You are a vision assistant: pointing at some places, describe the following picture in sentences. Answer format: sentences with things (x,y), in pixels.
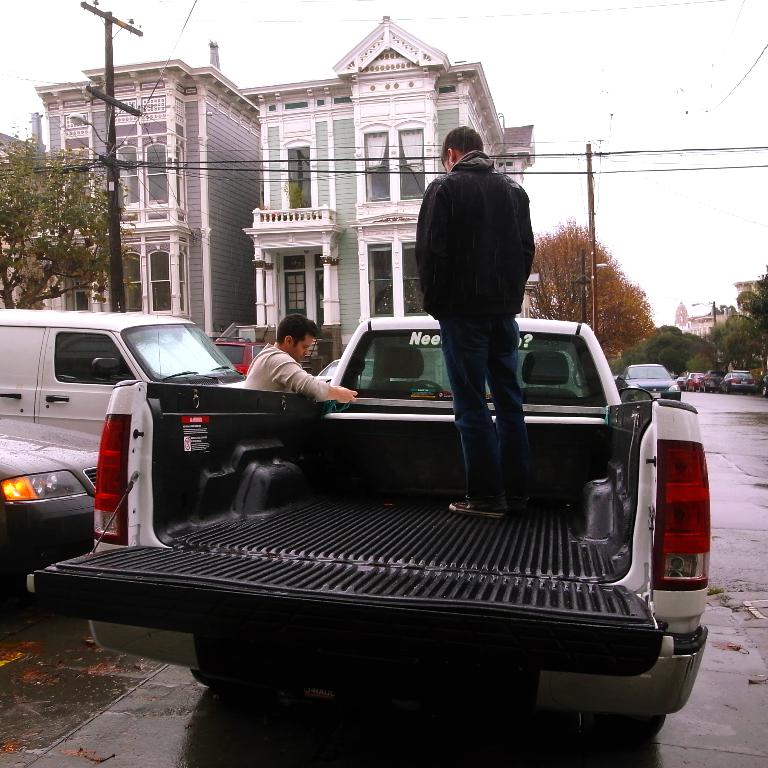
In the foreground (507,460) I can see a person (492,299) is standing on a vehicle (353,483), a car (84,368) and a person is on the road (764,444). In the background (240,343) I can see fleets of cars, trees (603,308), wires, poles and buildings (336,124). On the top (525,86) I can see the sky (568,96). This image is taken during a day.
